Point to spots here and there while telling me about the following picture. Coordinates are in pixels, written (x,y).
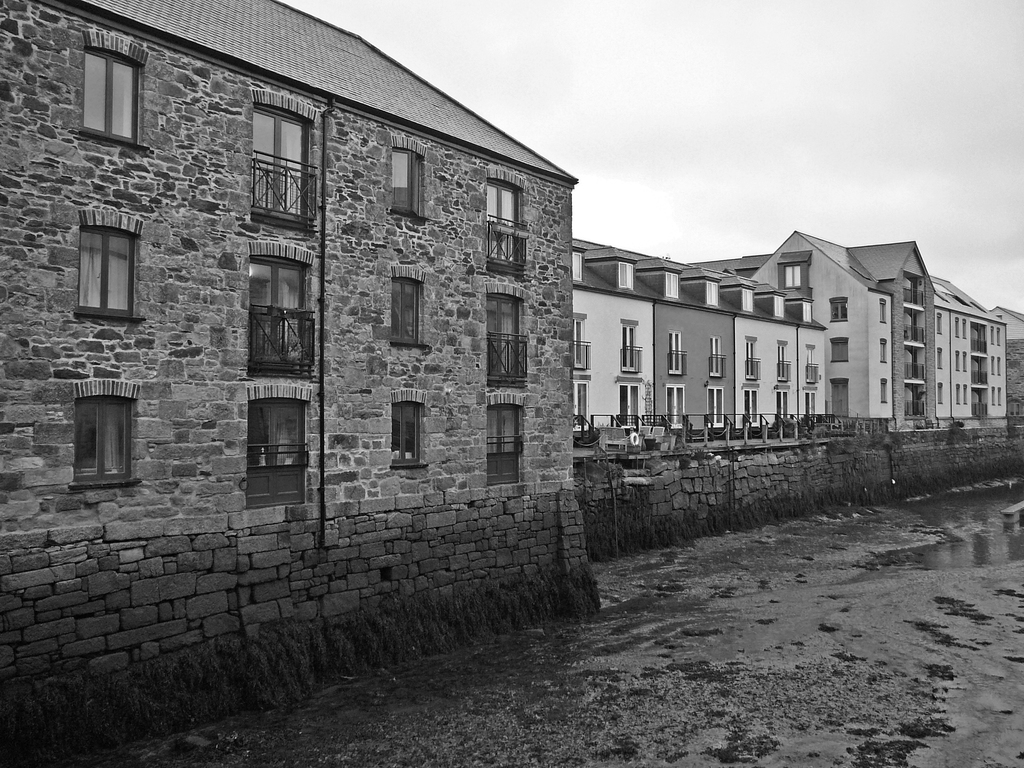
In this image, we can see few buildings (615,401) with walls (861,374), windows (782,403) and railing (670,375). At the bottom (969,524), we can see a water (965,538). Background (736,172) there is a sky (717,149).
